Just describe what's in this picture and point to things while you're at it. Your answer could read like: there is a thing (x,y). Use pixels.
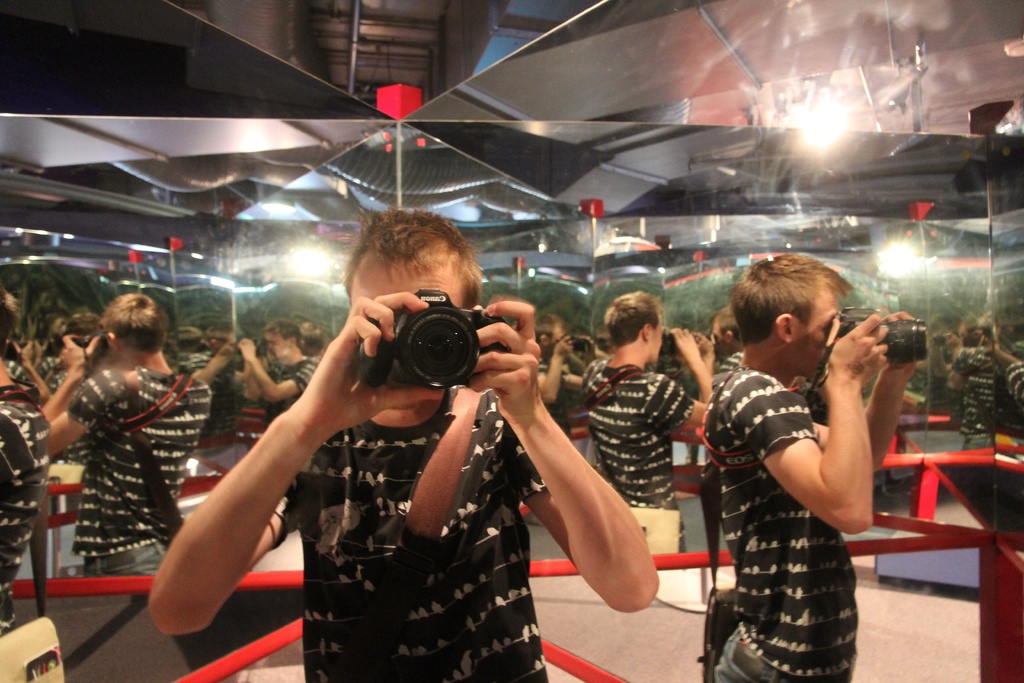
In this image I can see a person (508,338) is holding a camera (474,348) in hand (522,345) and its mirror images (833,452) in a glass (709,287). This image is taken may be in a room (883,203).
